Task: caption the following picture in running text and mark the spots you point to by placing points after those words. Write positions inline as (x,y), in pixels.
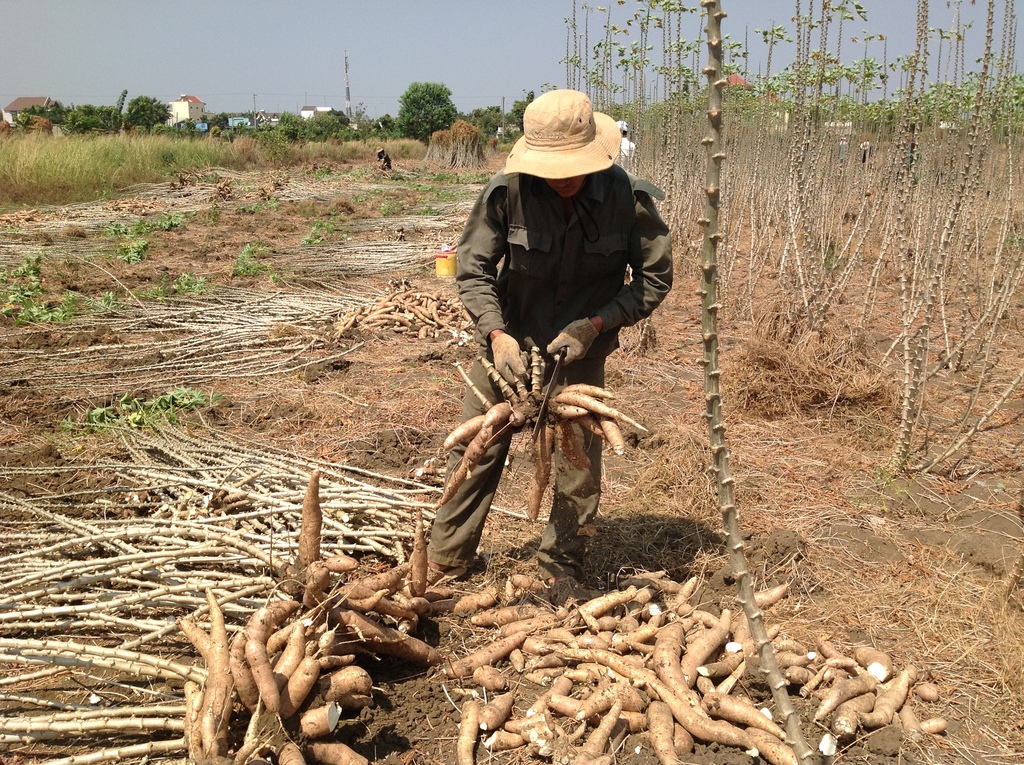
In this image in the center (594,439) there is one person (557,332) standing and he is holding cassava (528,392), and at the bottom (446,690) there are some cassava (510,614) and soil (462,366) and there are some plants (53,185). In the background (517,130) there are some houses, poles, trees (674,141) and at the top (133,80) there is sky (466,106).
